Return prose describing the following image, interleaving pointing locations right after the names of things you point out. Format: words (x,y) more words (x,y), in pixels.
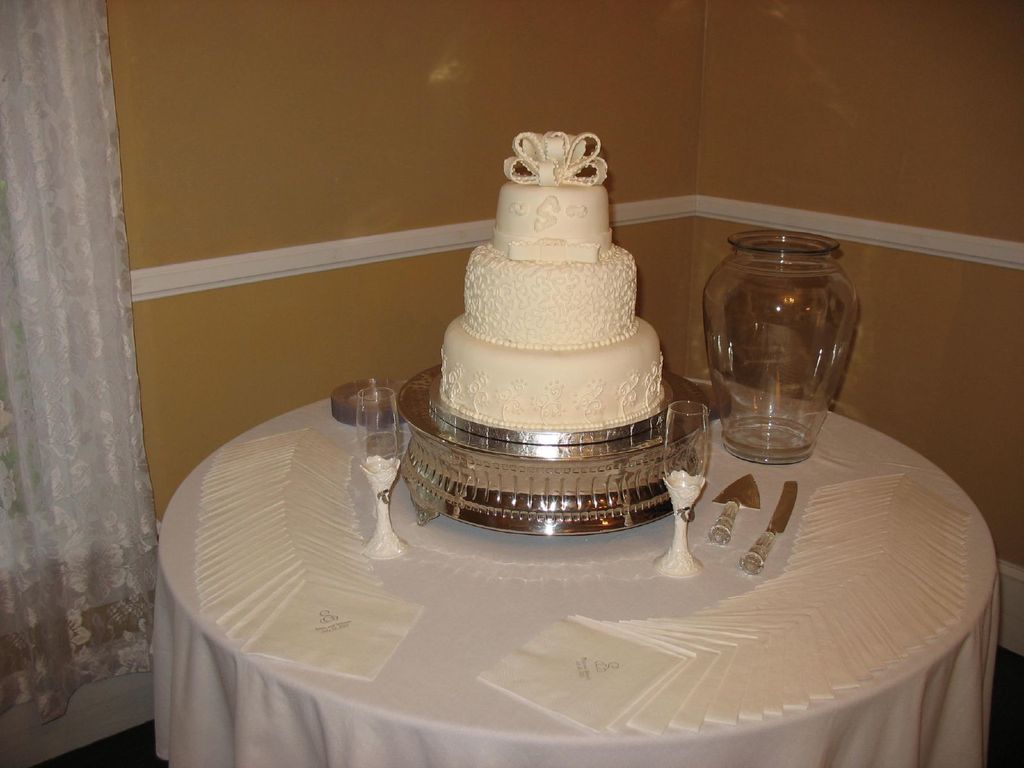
In this image, we can see a table (847,647) in front of the wall (398,189) covered with a cloth (380,752). This table (427,751) contains glasses (380,479), jar (747,350) and cake (591,319).
